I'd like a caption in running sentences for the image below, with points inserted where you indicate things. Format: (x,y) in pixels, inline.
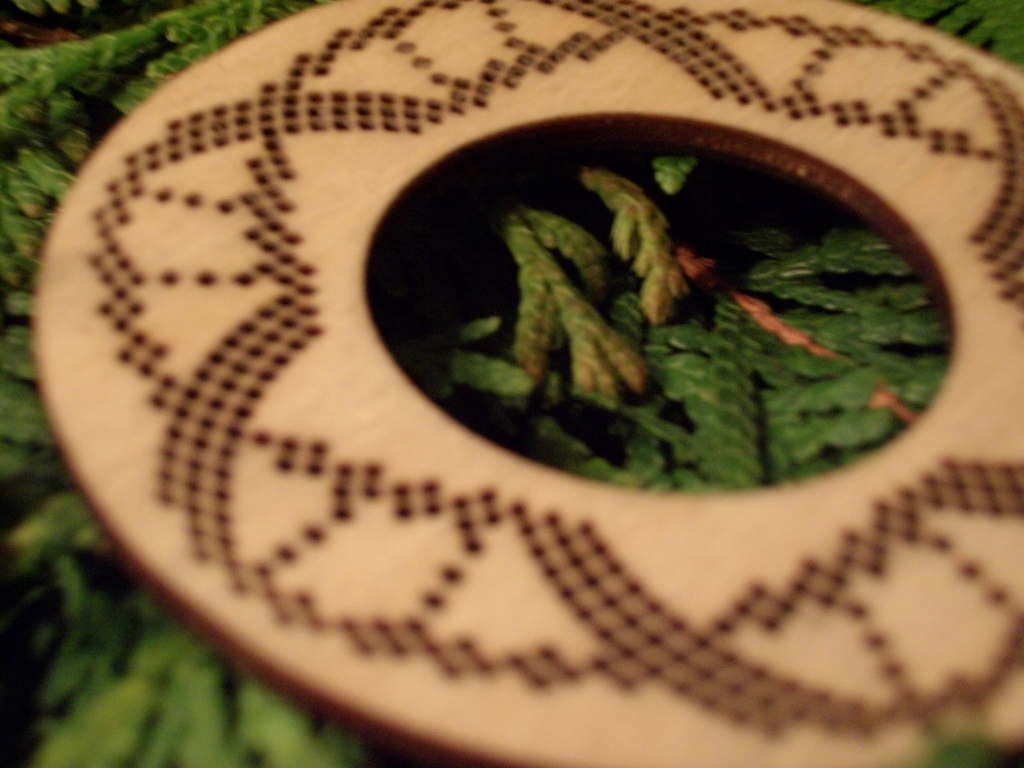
In this image we can see a wooden disk (211,276) placed on some leaves (134,75).
